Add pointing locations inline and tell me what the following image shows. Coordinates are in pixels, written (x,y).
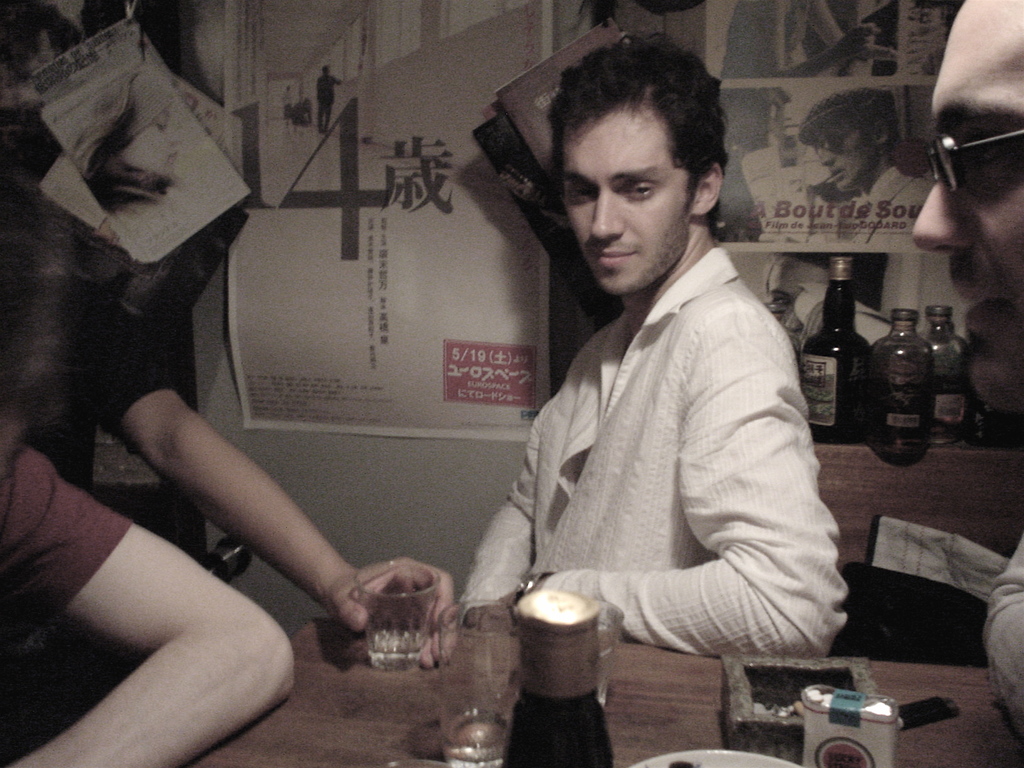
In this picture I can observe a man (562,394) sitting on the chair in front of the table (684,681). On either sides of the picture I can observe two persons (133,706). I can observe some glasses (462,629) placed on the table (426,747). In the background (411,242) I can observe posters (383,139) on the wall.
